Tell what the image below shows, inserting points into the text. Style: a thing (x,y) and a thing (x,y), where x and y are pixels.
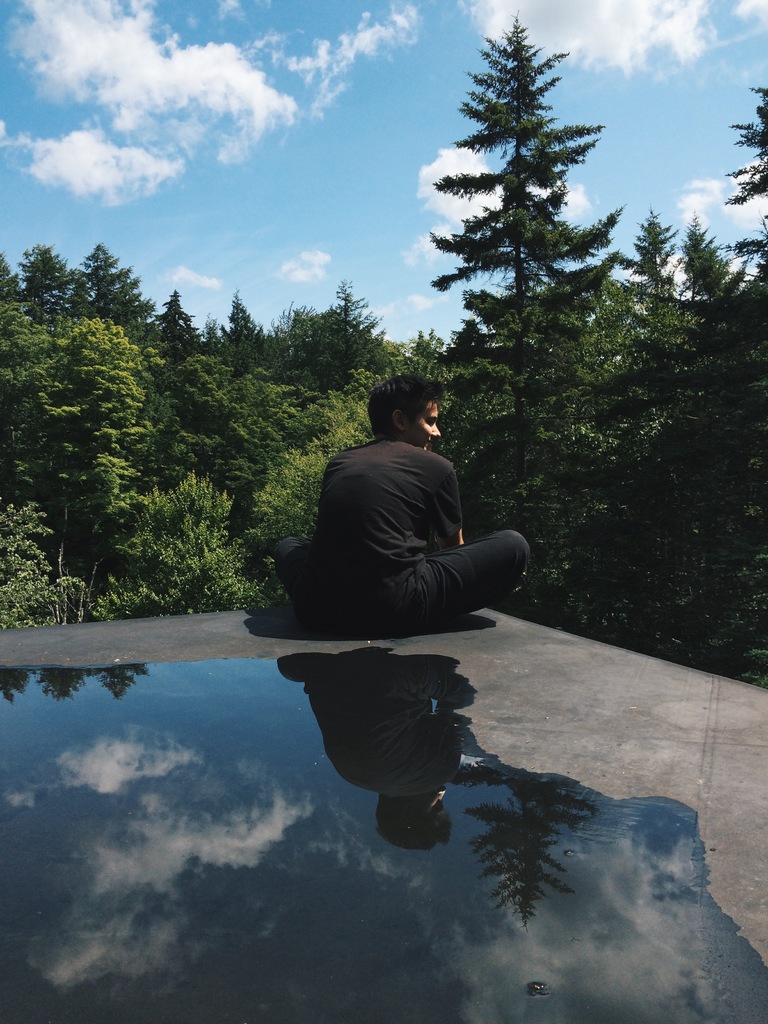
There is water (387,788), a person (383,551) is sitting wearing black dress (488,584). There are trees (661,618) at the back (619,383).
